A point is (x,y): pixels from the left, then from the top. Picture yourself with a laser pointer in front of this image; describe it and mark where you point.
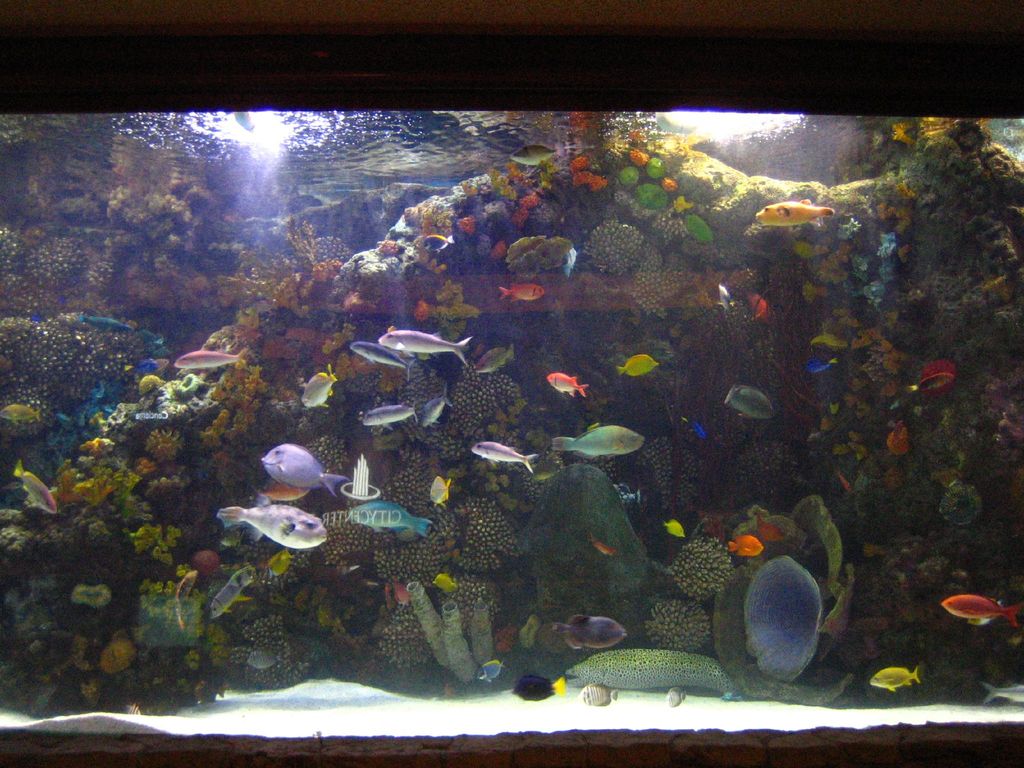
In this image, I can see an aquarium (948,242). These are the different types of fishes (523,681) moving in the water (599,551). I can see the corals (184,451) and reefs (848,348) in the water (527,669).
